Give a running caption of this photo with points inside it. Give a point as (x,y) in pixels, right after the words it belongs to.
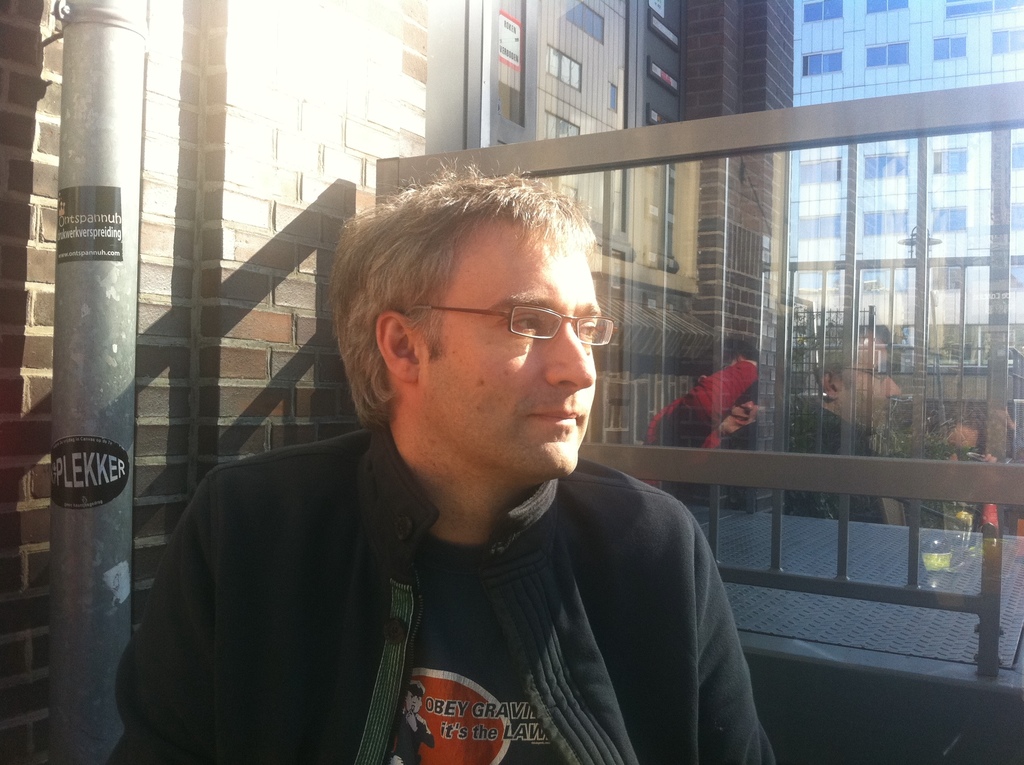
In this image in front (163,711) there is a person (483,189). Beside him there is a pole (76,541). Behind him there is a metal fence (842,401). In the background of the image (728,73) there are buildings (641,22). On the left side of the image (189,218) there is a wall (242,173).
